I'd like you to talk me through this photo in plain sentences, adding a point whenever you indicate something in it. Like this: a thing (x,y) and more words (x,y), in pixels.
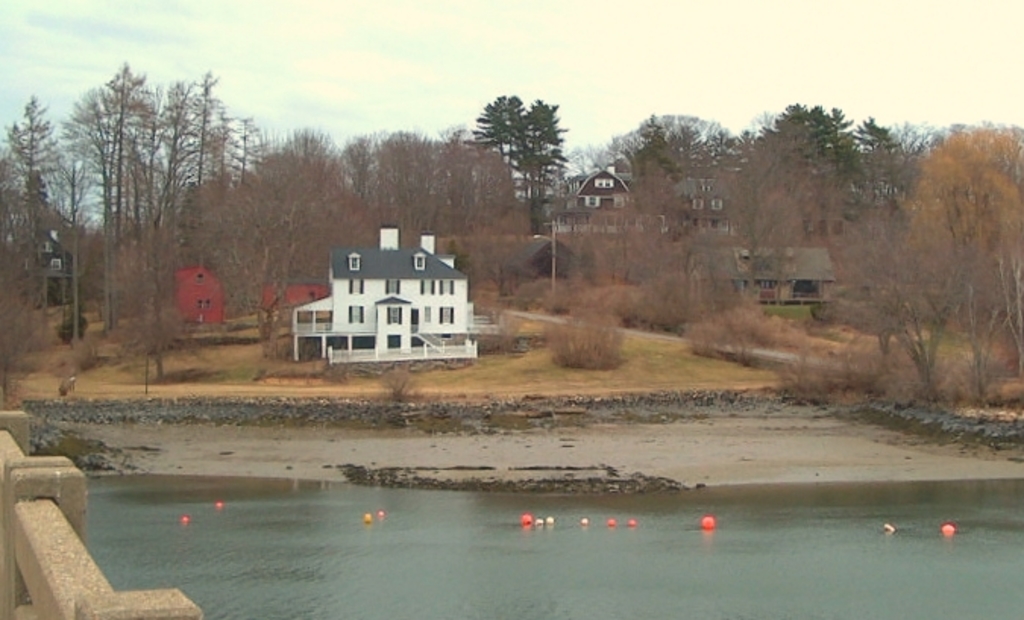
In this image there is a small lake (328,606) with some balls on it, beside that there are so many trees (543,296) and buildings (455,308).
